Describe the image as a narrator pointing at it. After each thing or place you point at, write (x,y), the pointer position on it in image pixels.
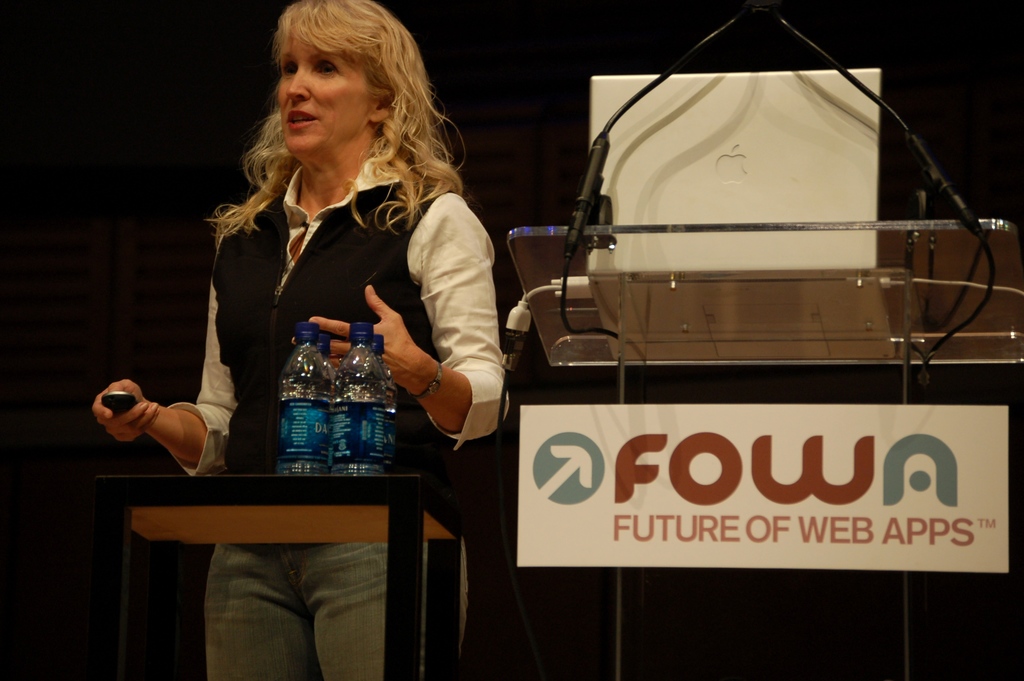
In this image, women (359,232) is talking, she stand near the table (314,502), There are few bottles (355,435) are placed on it. She hold a remote controller (120,407) in his hand (143,410). And right side (782,321), we can see glass podium (752,307), board (724,439), microphones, laptop (702,155) and wires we can see.
